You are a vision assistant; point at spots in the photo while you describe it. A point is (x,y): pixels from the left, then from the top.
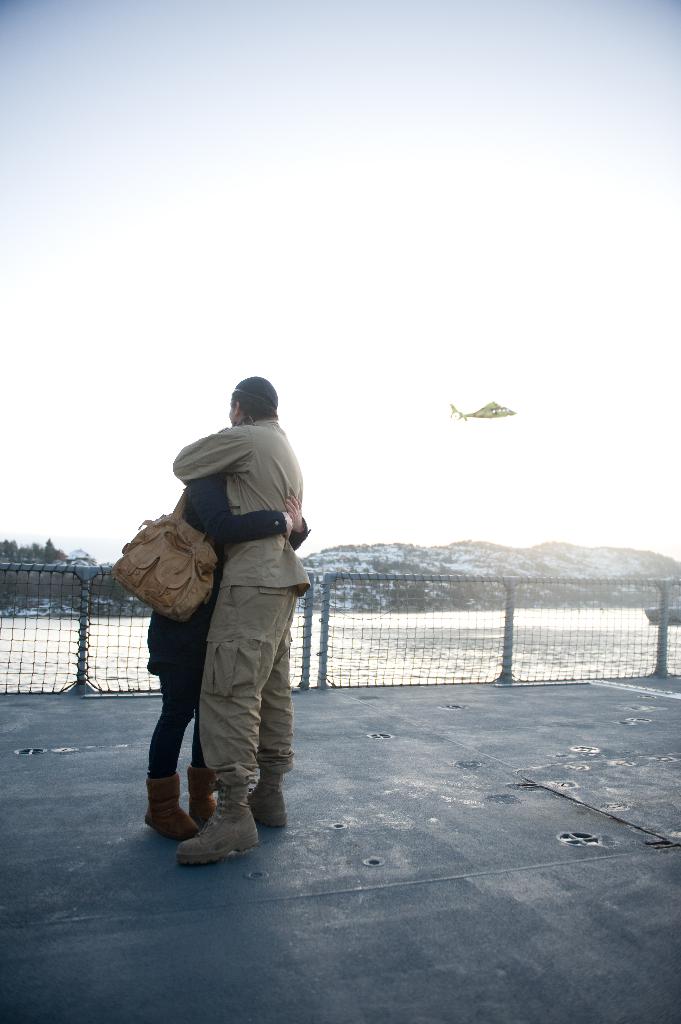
In this picture we can see two people (214,666) standing on the floor (309,748), fencing net (467,625), water (439,638), trees (28,549), mountains (372,568) and in the background (440,438) we can see a helicopter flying in the sky (292,161).
